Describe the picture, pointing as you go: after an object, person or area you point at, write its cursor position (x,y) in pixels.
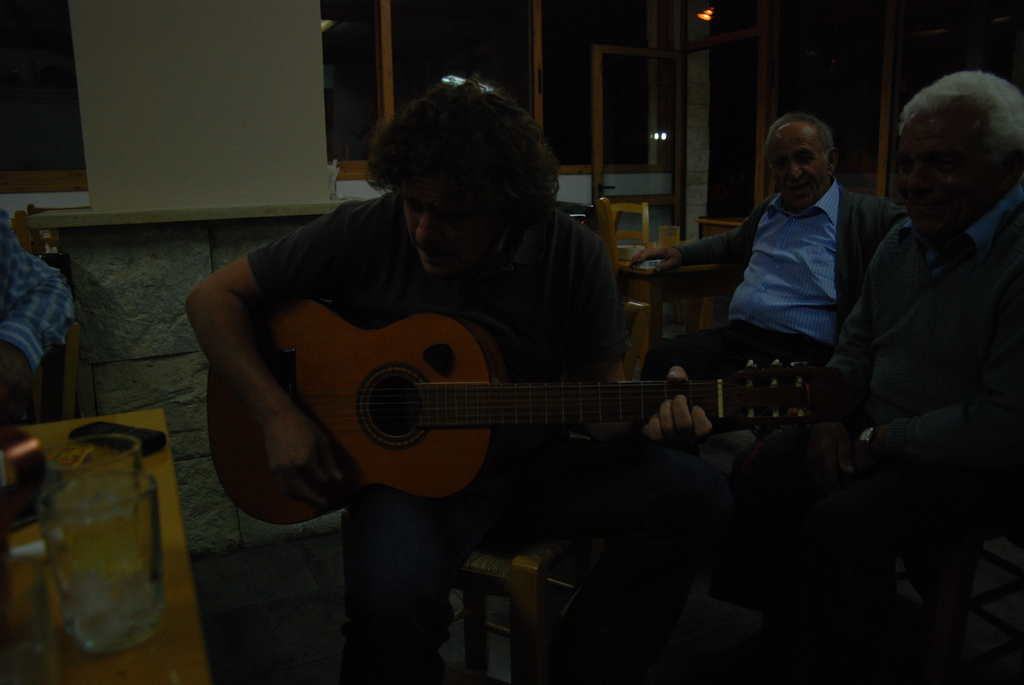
In this image I see 3 men (438,542) who are sitting on chairs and this man (209,294) is holding a guitar (214,463). I can also there are tables (159,485) on which there are glasses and in the background (173,239) I see the wall (253,124).
